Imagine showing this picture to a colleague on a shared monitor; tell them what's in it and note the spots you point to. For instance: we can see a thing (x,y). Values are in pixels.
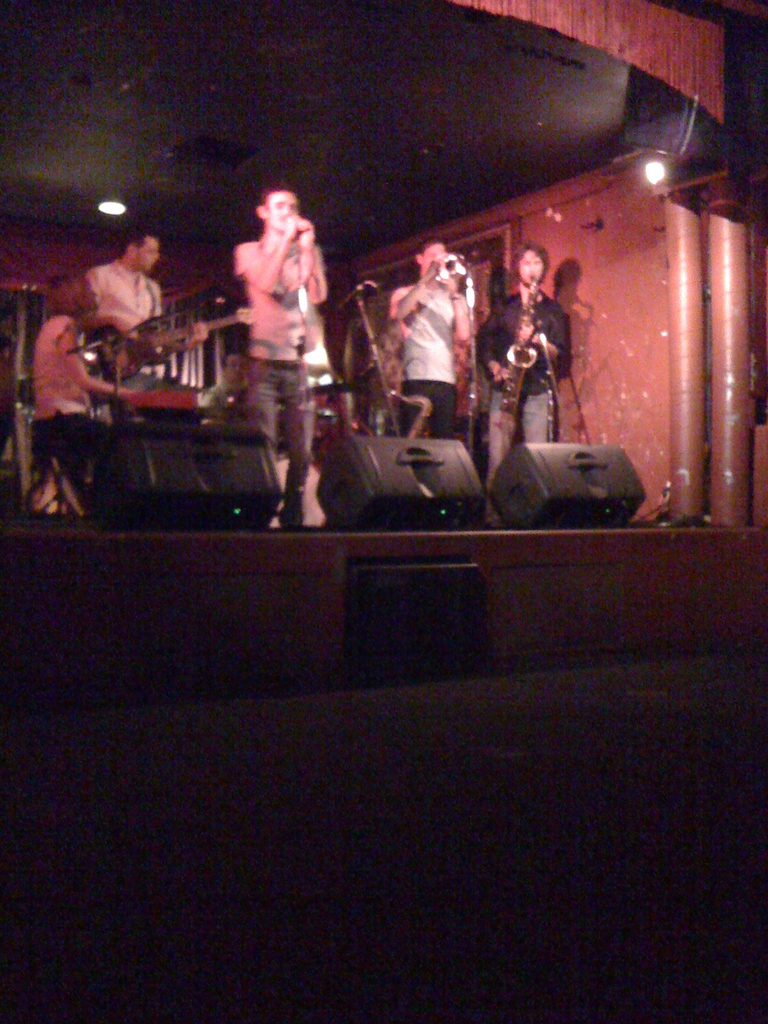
In this image there are group of people (293,373) who are standing and they are holding mikes (547,336) it seems that they are singing on the right side (529,323) there is one person (540,322) who is holding a saxophone (513,372) and on the top (297,84) there is ceiling (222,104) and lights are there and one cloth (660,59) is there and on the right side (687,226) there are two pillars (688,303) and on the stage (313,563) there are some sound systems (435,451).
